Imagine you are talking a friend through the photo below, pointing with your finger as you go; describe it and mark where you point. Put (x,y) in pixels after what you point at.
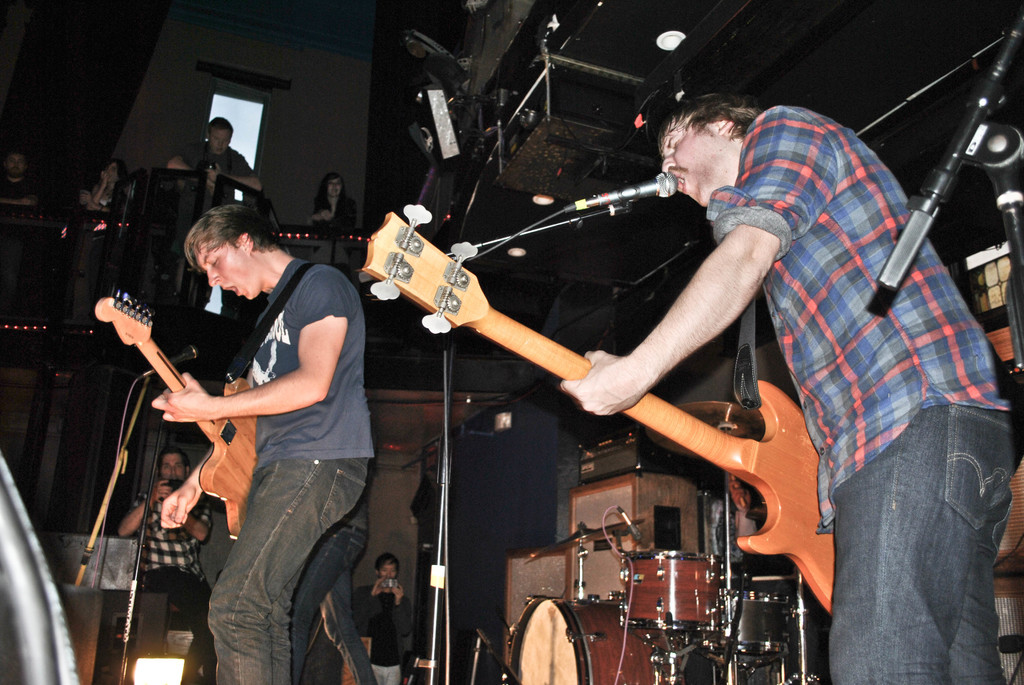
These two persons (252,277) are singing and playing guitar (234,465) in-front of mic (621,200). On top (334,207) these are audience (237,178). Far these two persons (375,597) are holding mobile (391,584). These are musical instruments (575,602). Beside this musical instruments (603,643) there are boxes (521,561).
